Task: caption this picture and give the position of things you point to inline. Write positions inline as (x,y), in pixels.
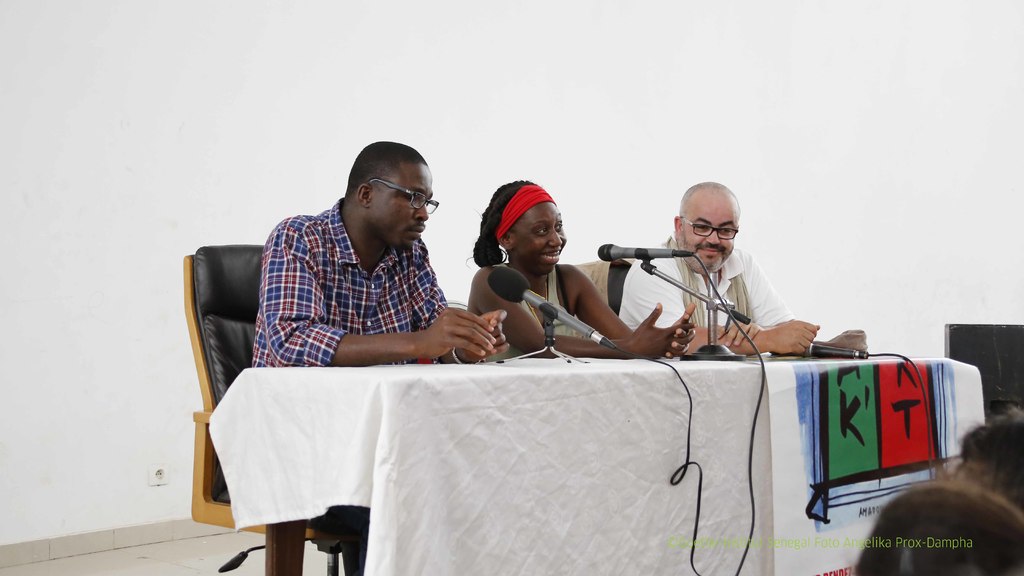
In this image, there are three persons (536,211) wearing colorful clothes (426,265) and sitting on chairs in front of the table (374,373). This table (374,373) is covered with a cloth (588,367). This table (603,365) contains three mics (814,353). There are two persons (367,298) on the left (324,251) and right side of the image (694,228) wearing spectacles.
